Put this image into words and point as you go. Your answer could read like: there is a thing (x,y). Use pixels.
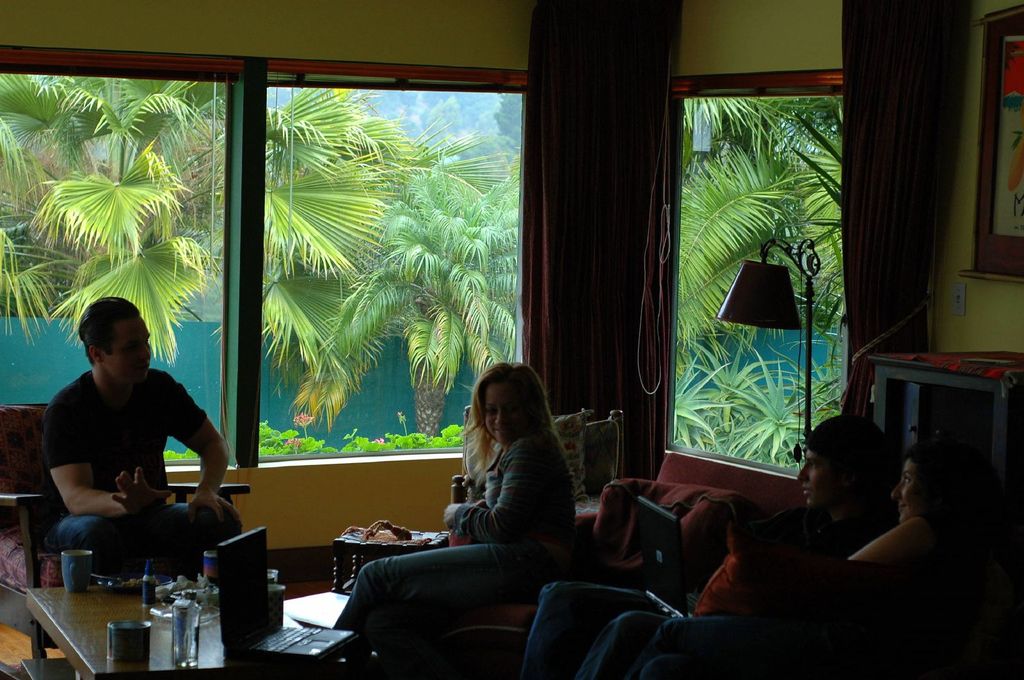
In this image we have a couple of people (527,516) who are sitting on the chair (686,559) and talking to each other. Here we have a table (92,633) with a laptop (238,561) and few other objects (176,593) on it. Here we have the trees (413,199) and plants (753,336).
